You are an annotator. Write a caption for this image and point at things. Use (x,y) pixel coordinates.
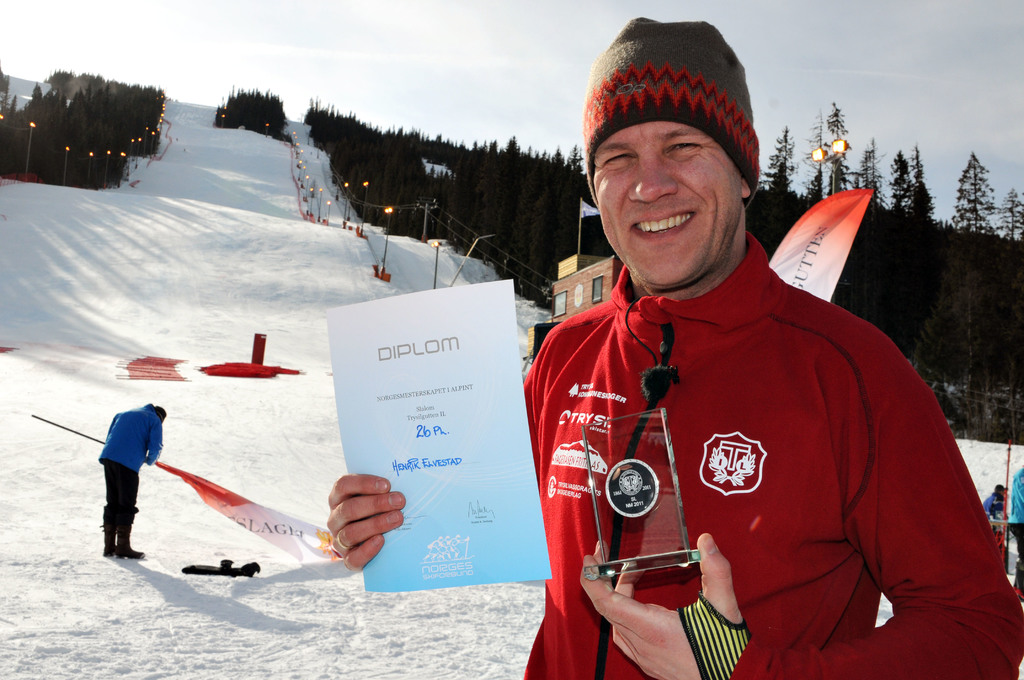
In the picture I can see a person (680,465) wearing red jacket (689,440) is standing and holding two objects (478,514) in his hands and there is another person (107,475) standing in the snow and there are few lights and trees (383,143) on either sides of him.
